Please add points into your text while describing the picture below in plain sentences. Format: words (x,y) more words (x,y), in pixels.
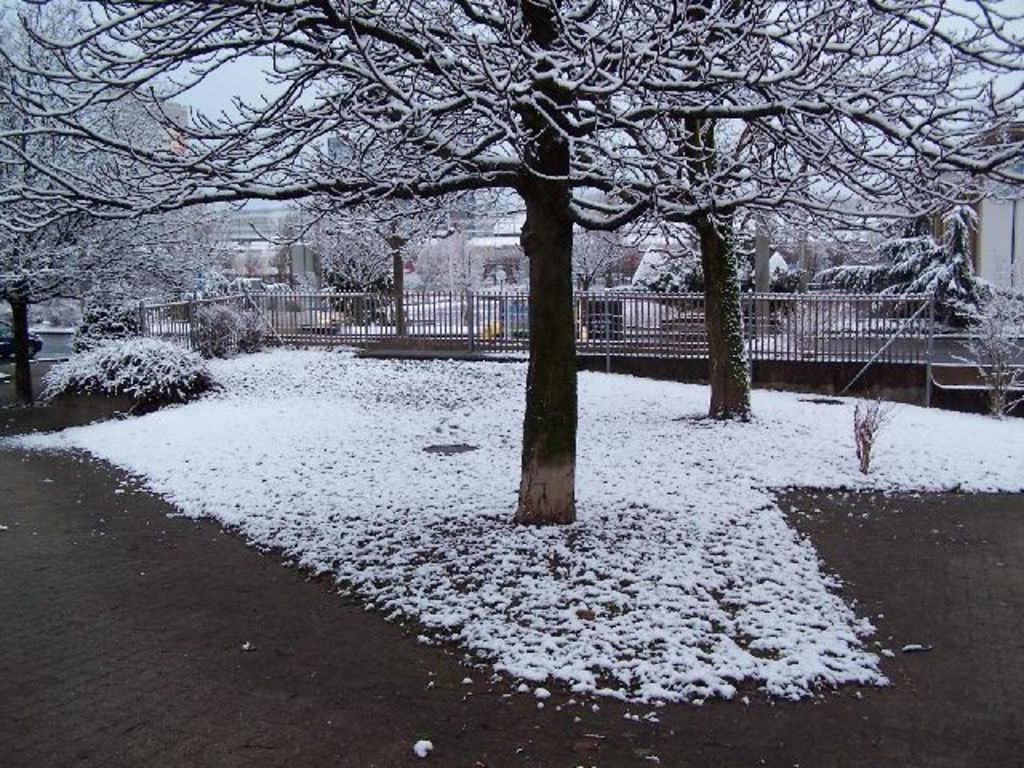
In this picture we can see snow (796,466), trees (398,319), railing (262,304) and plants (985,293). In the background of the image (261,70) we can see buildings (225,226) and sky (258,56).
